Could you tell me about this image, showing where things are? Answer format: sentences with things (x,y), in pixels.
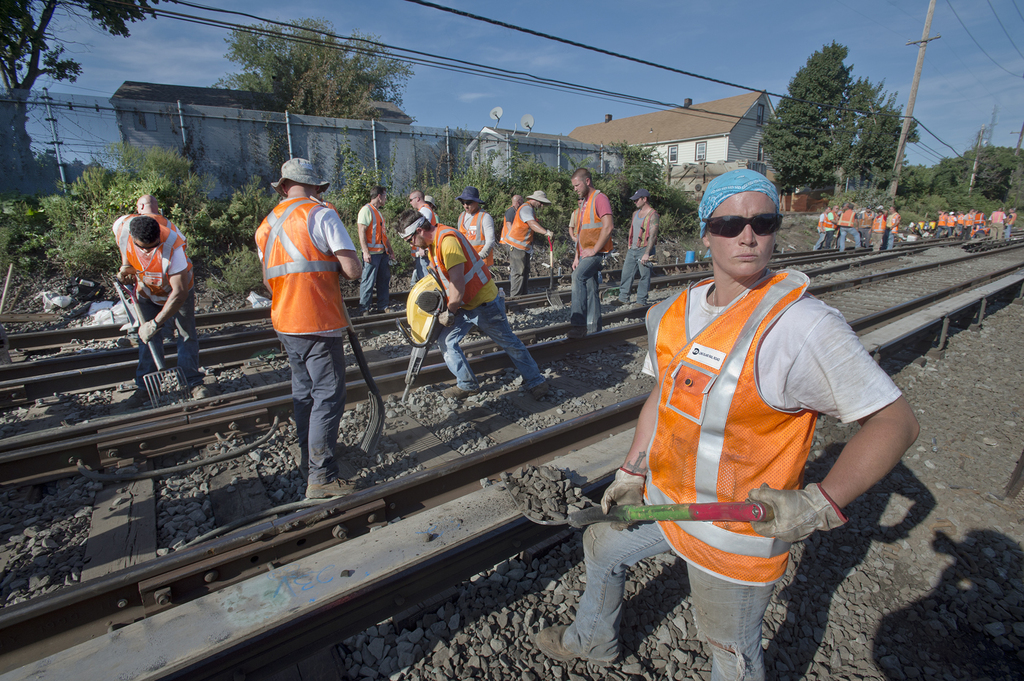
In this image people (647,235) are working with tools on tracks (501,541), in the background (806,160) there are trees (811,159), poles (900,157), houses (760,116) and a sky (786,12).
